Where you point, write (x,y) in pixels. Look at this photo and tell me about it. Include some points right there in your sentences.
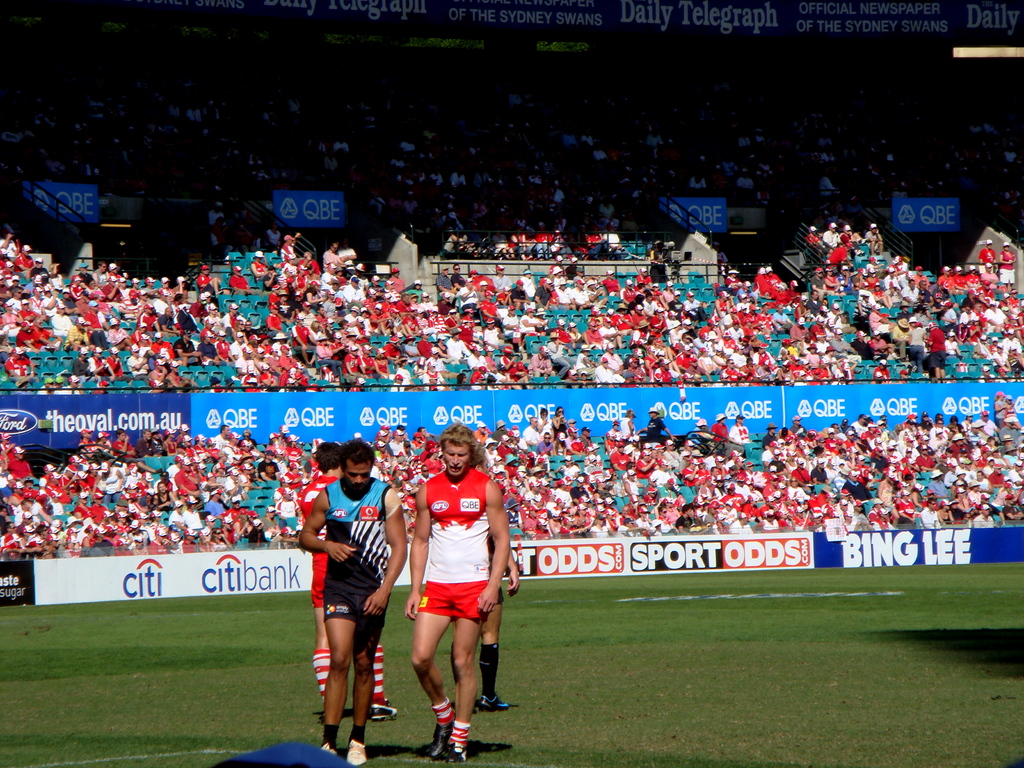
There are men (481,535) in the foreground area of the image (371,517) on the grassland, there are people (353,317) sitting as the audience (483,320) and posters (829,411) on the boundaries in the background area (556,348).
